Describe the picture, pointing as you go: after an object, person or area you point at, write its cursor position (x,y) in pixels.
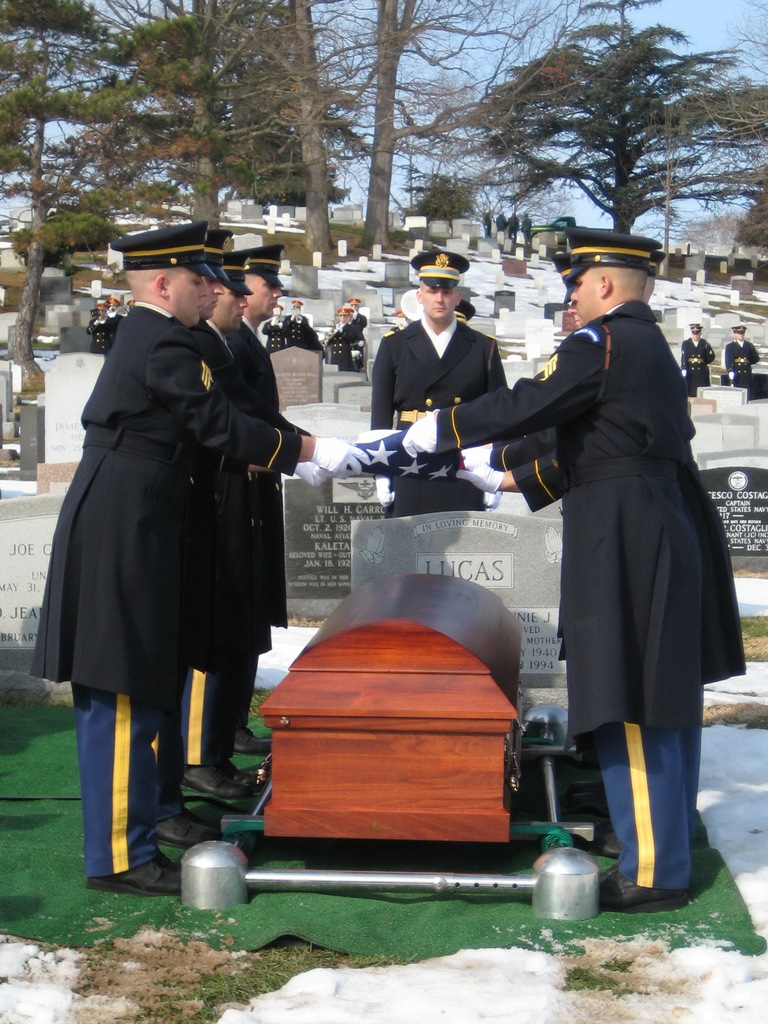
In this picture there are group of people (687,765) standing and holding the flag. At the back (346,336) there are group of people (483,391) standing and there are tombstones (731,406). At the top (527,18) there is sky (555,13). At the bottom (387,930) there is a carpet (318,908) and there is grass (185,968).
